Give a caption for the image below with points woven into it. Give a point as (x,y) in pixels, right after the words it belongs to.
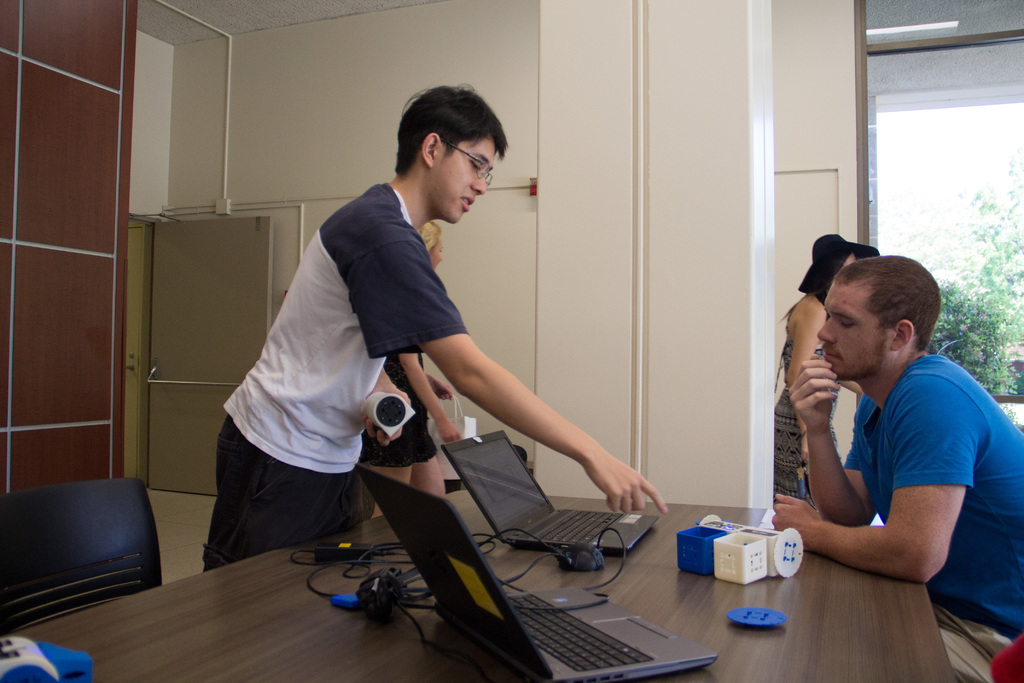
In this image i can see men (352,385) are sitting and standing in front of a table (224,607). On the table (579,580) I can see there are two laptops (558,593) and other objects (605,594) on it. In the background (811,273) I can see a woman (801,334), a window (971,231) and a white wall (822,155).
